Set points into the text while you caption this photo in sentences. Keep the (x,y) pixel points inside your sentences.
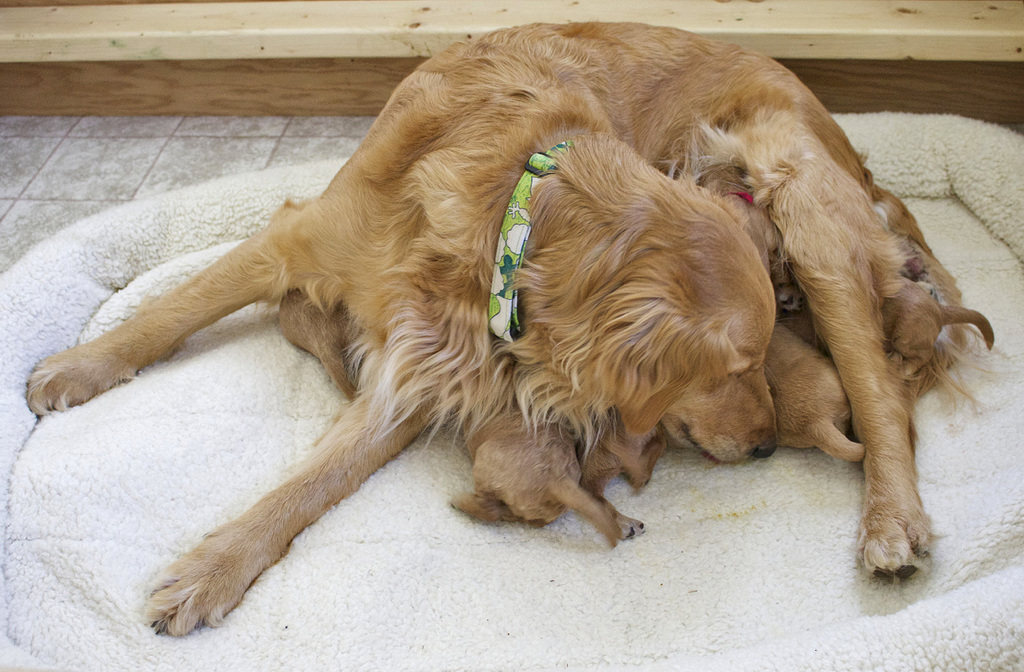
In this picture we can see a dog (638,304) and puppies (807,323) here, at the bottom (681,518) there is a mat (656,554), we can see a strap (516,247) on dog's neck (470,265).
